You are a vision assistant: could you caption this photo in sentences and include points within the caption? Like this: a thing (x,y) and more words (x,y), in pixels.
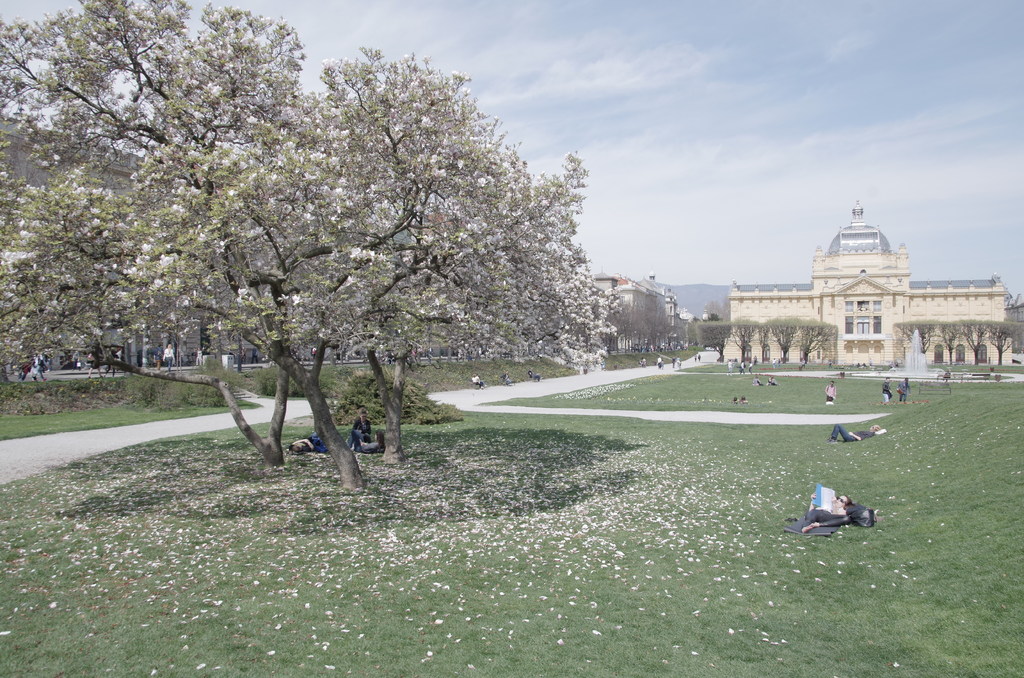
In this picture we can see some people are lying, some people (368,435) are sitting, some people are standing and some people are walking on the path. Behind the people (905,390) there are trees (490,333), a fountain (917,332), buildings (861,324) and the sky (708,65).
